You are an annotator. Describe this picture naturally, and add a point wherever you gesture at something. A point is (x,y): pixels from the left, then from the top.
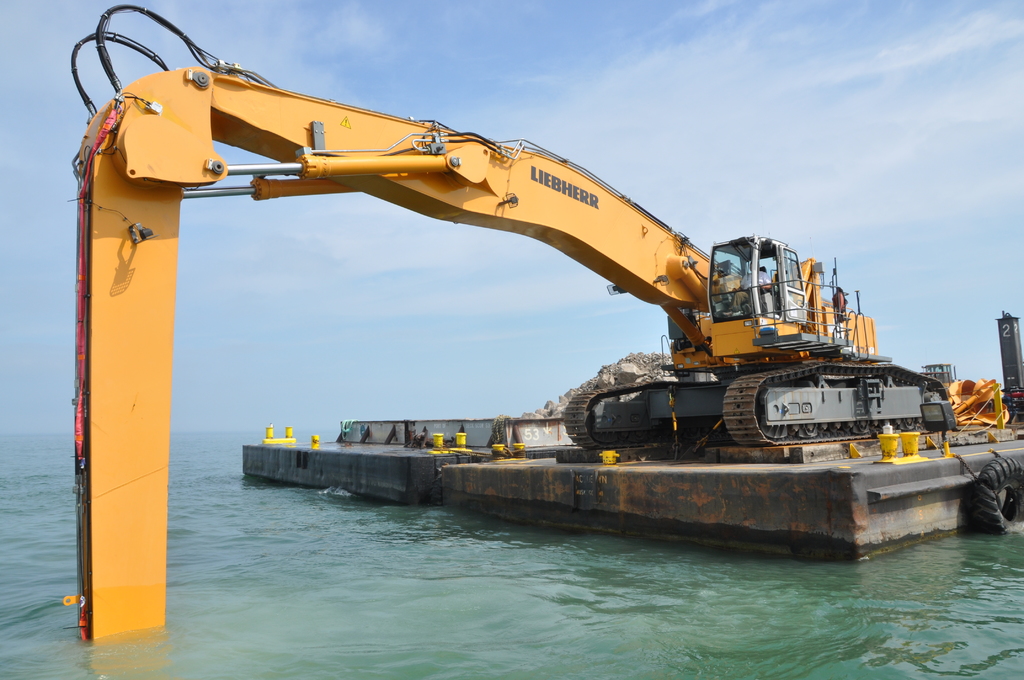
In this image we can see a JCB vehicle (107,250) on a ship (624,501), there are buckets (969,397), board (1006,347), rocks (644,363), also we can see the water (368,527), and the sky (788,80).
